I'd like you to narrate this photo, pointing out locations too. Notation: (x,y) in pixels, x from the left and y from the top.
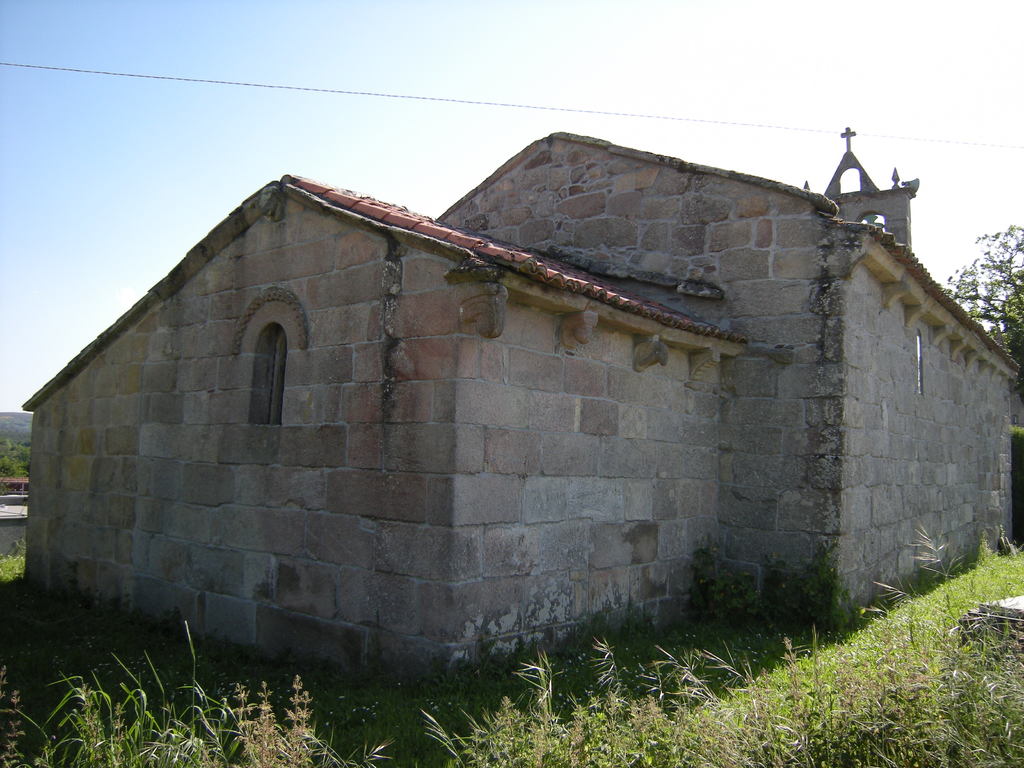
In this image in the front (752,724) there's grass (695,693) on the ground (682,626). In the center (608,364) there is a building (713,368) and in the background (1014,274) there are trees (973,268).
